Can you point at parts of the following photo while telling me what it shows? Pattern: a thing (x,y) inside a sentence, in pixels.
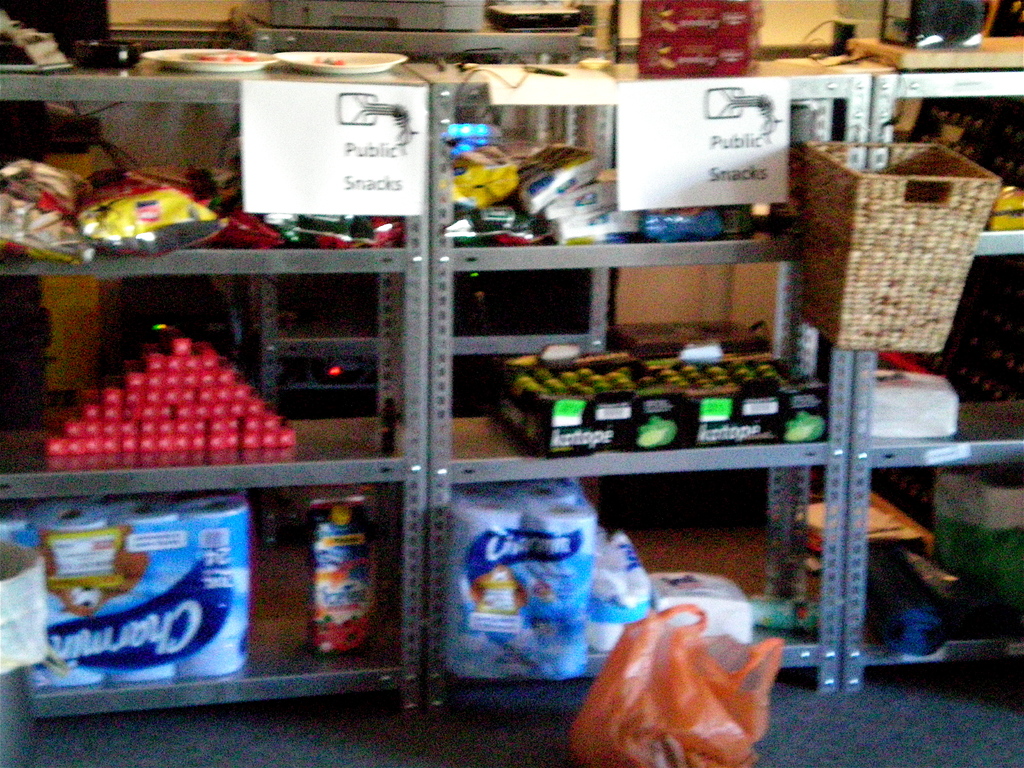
In this image we can see many objects (537,401) placed on the racks (737,466). There is a plastic bag (703,714) placed on the floor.
